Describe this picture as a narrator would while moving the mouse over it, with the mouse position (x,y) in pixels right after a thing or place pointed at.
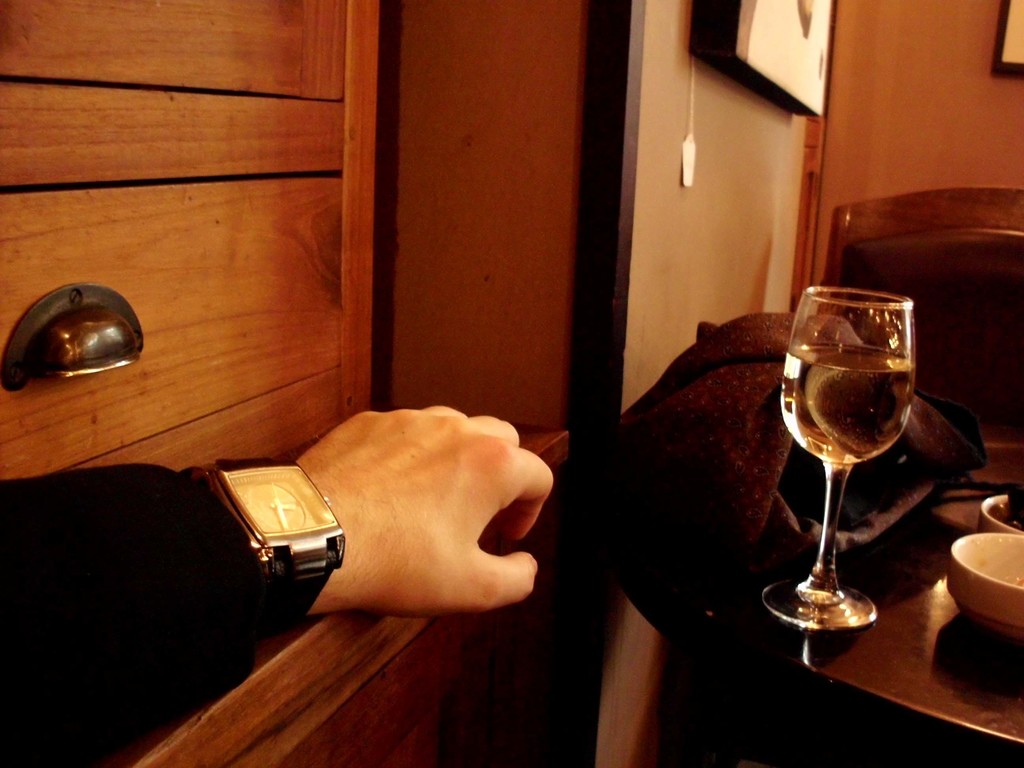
In this picture we can see a person's hand (439,584), glass (808,298) with drink (870,360) in it, cloth (812,493), bowls (988,533), some objects (920,326) and in the background (798,174) we can see a frame (1016,60) on the wall (923,149).
